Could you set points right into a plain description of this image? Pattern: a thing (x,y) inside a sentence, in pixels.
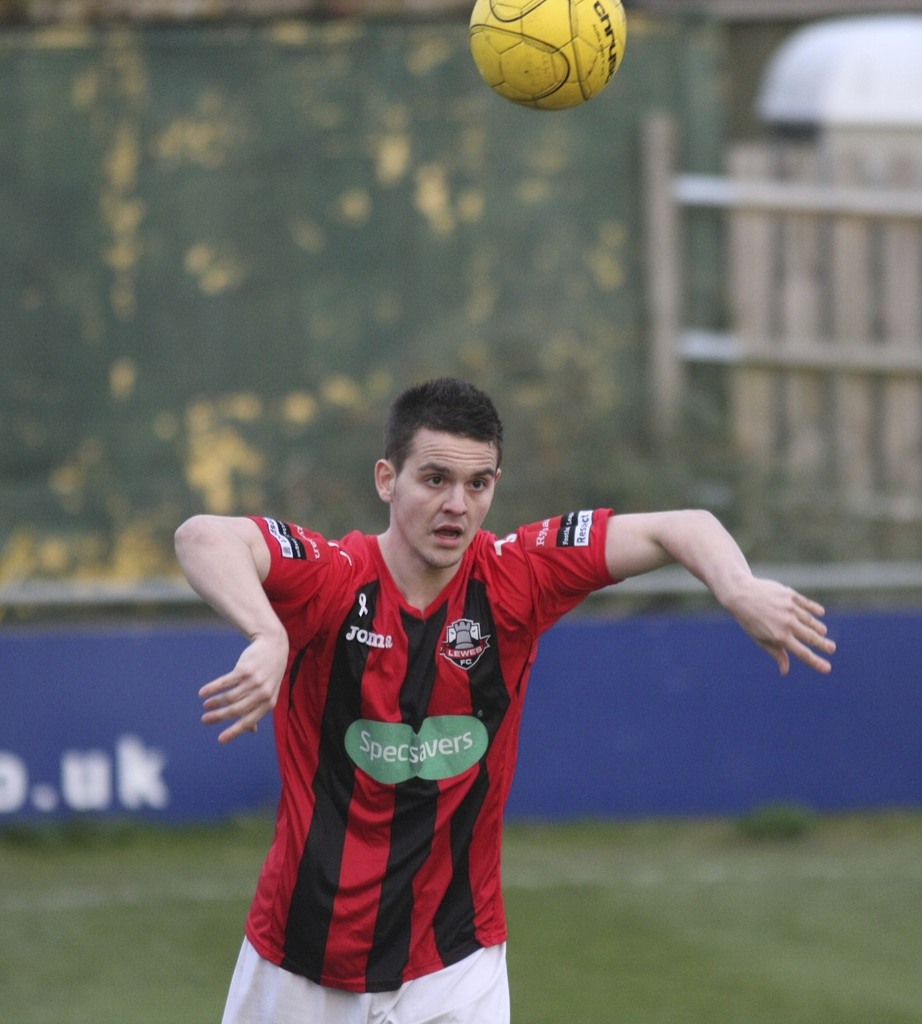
In this image we can see a man (453,825) standing on the ground (555,868) and a ball (534,58) in the air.
